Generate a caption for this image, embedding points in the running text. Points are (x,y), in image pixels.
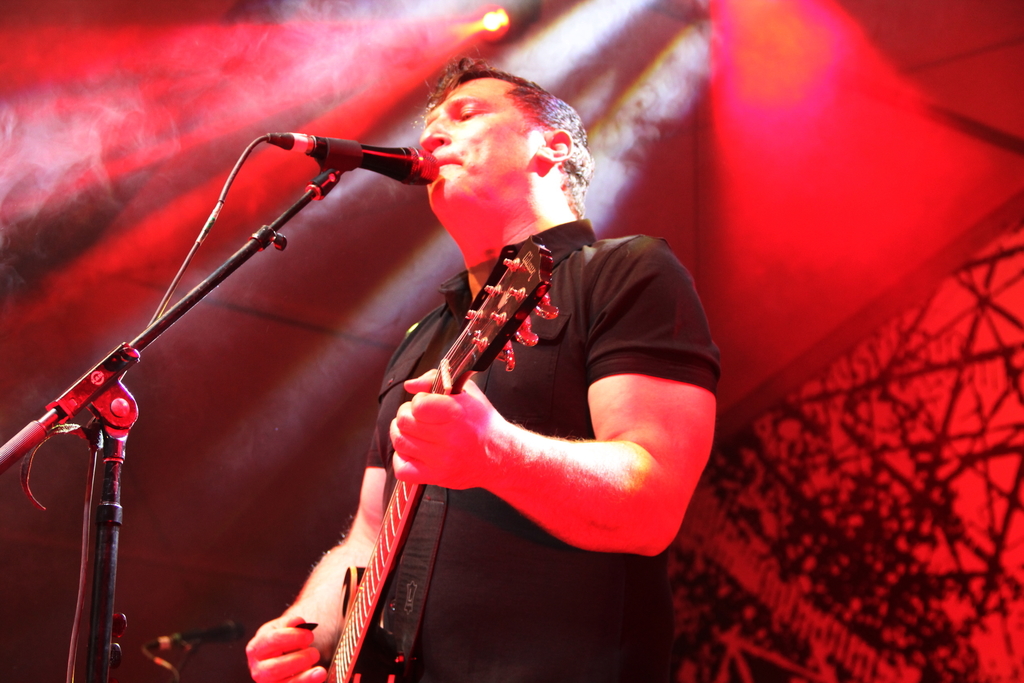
In the center of the image (640,304) we can see a man (485,142) standing and holding a guitar (349,614) in his hand (482,471), before him there is a mic (360,148). In the background (558,63) we can see a wall (742,79) and a light (500,11).
